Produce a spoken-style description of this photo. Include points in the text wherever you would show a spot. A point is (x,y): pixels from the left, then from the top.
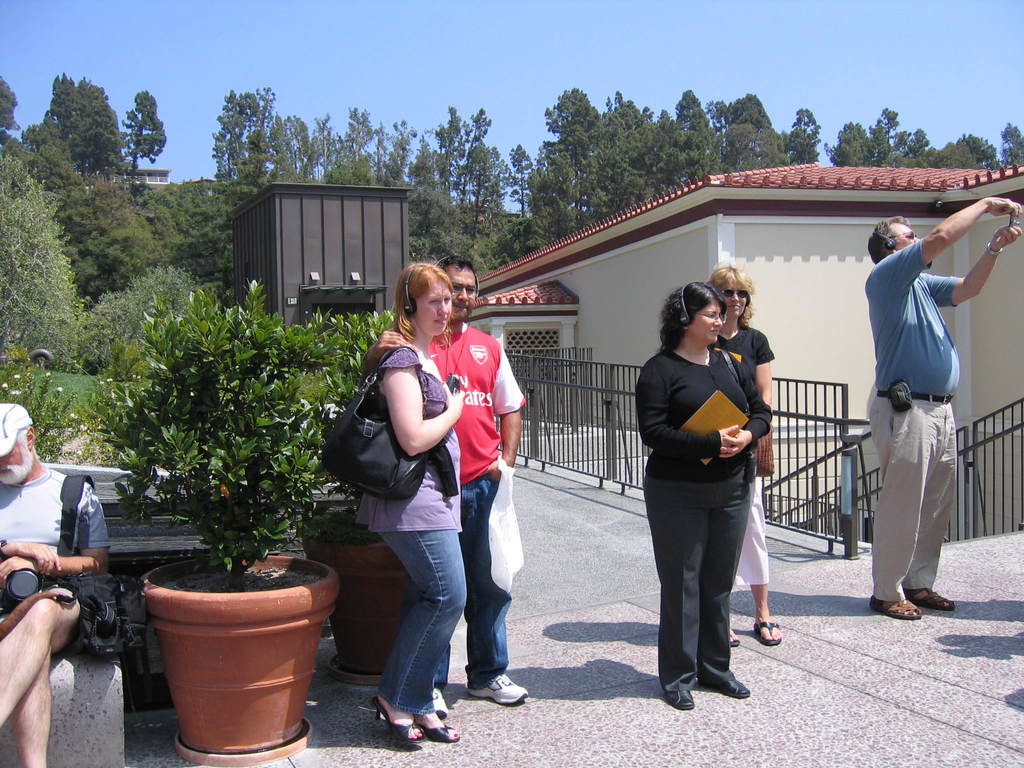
In this image we can see a group of people (909,389) standing on the ground (742,607). One woman (695,492) is wearing black dress (702,474) is holding a book (717,413) in her hand (719,429), one person (978,267) is holding a camera (1017,223) in his hand (1000,232). On the left side of the image (220,529) we can see group of plants (249,518) placed in containers (248,590) on the ground (304,715). One person (25,534) is wearing a cap (7,429) and a bag (106,605) is sitting on a bench (100,693). In the background (861,490), we can metal railing (564,410), staircase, building (866,233), group of trees (438,204) and sky (514,28).
